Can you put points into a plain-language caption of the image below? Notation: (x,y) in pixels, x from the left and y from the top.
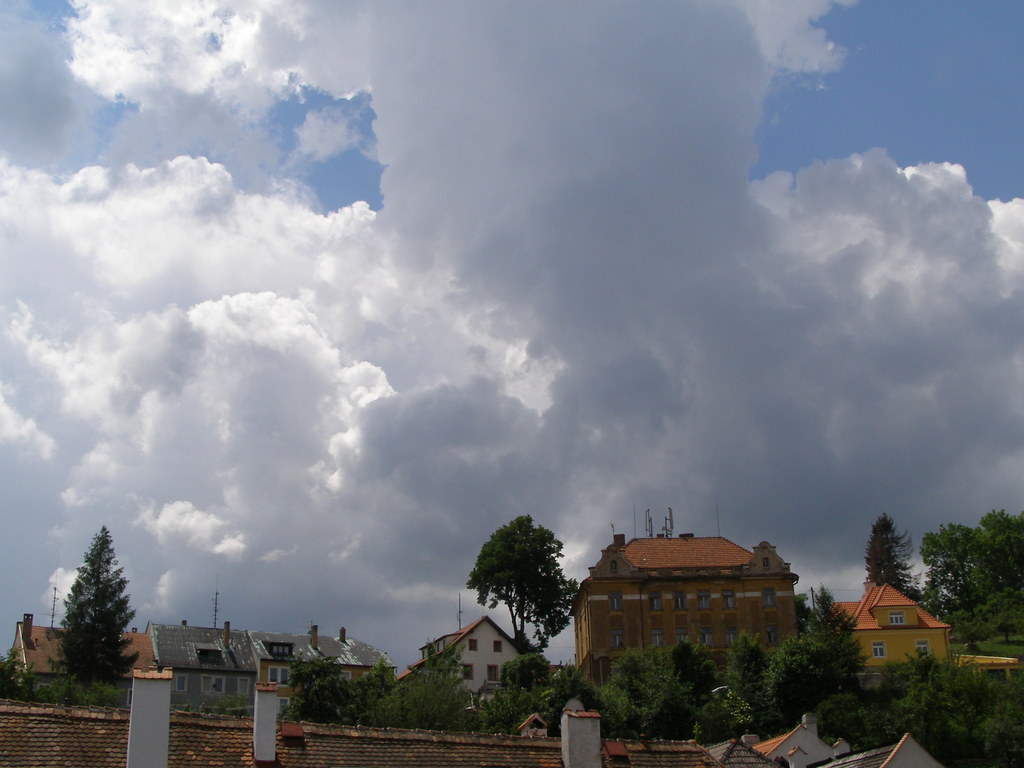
At the bottom of the picture (628,697) there are trees (542,652), buildings (584,625) and current poles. Sky (468,386) is cloudy.
